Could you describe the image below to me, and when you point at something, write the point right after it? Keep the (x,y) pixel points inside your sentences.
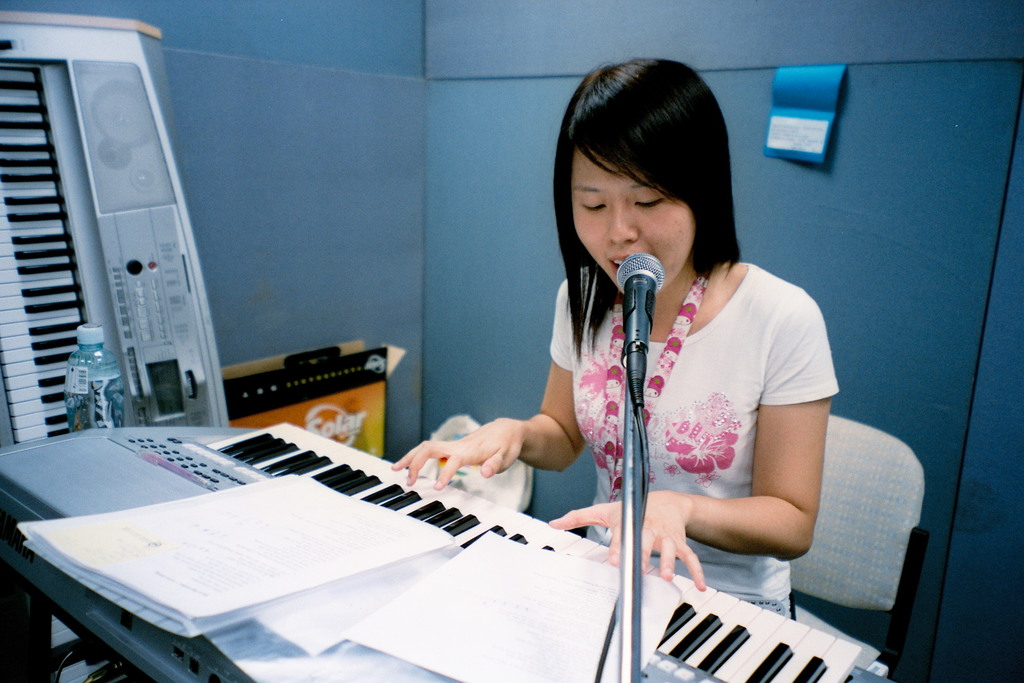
In this image I can see the person (726,508) with pink and white color dress (661,456). In-front of the person (544,450) I can see the musical instrument (21,445) and the mic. I can see few papers (206,581) on the musical instrument (460,509). To the left (57,435) I can see the bottle (76,373) and an another musical instrument (56,246). I can see the blue background (428,111).
